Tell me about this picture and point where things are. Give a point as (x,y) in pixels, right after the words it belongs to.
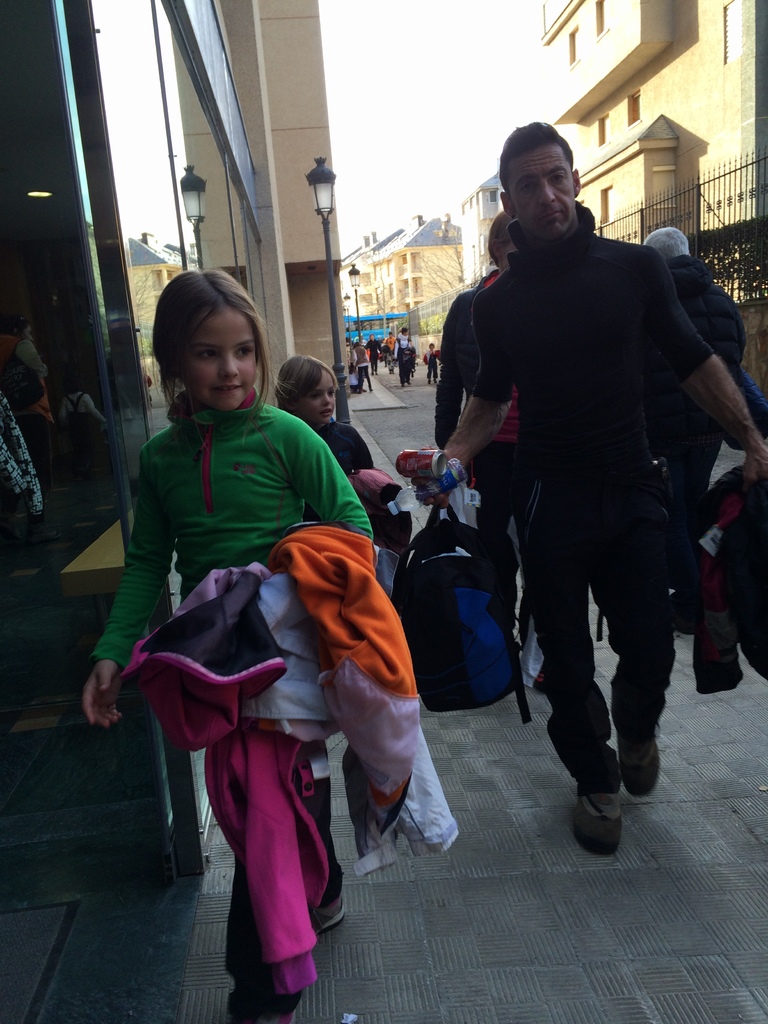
The picture is taken outside a city. In the foreground of the picture (368,476) there are kids (259,534) and people (636,283). On the left (223,115) there are buildings (269,203), street light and people (20,359). In the background (671,58) there are buildings (372,249), street light (355,266), fencing (695,205), trees (740,269), vehicle (379,322) and people (388,359) walking down the road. Sky (402,51) is sunny.
